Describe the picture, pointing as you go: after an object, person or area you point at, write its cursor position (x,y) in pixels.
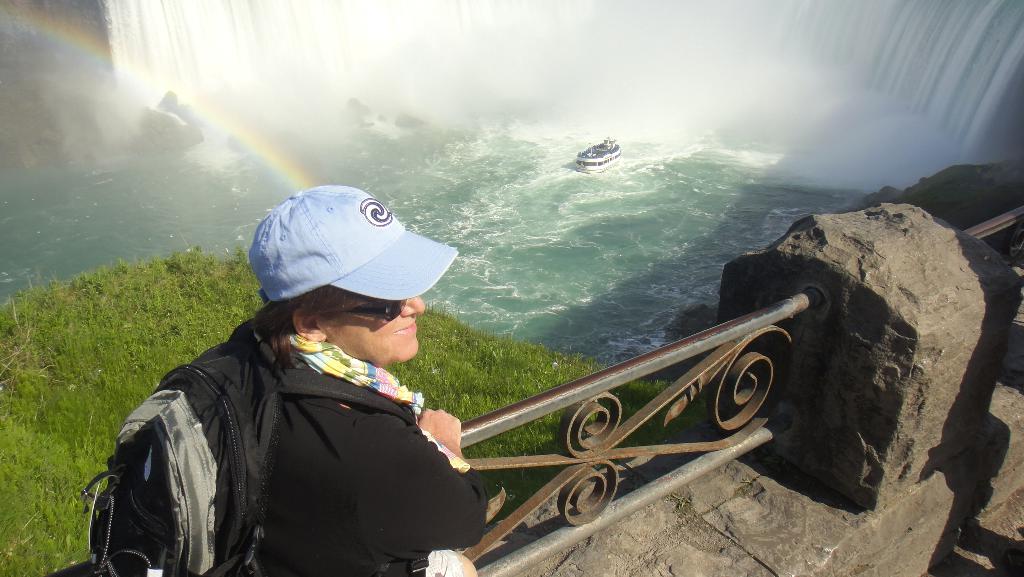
In this image I can see a person (349,505) standing and wearing black jacket (288,493) and black color bag (230,489). Background (168,290) I can see the grass (155,290) in green color, a boat (601,152) on the water (649,182) and the boat (593,152) is in white color.
